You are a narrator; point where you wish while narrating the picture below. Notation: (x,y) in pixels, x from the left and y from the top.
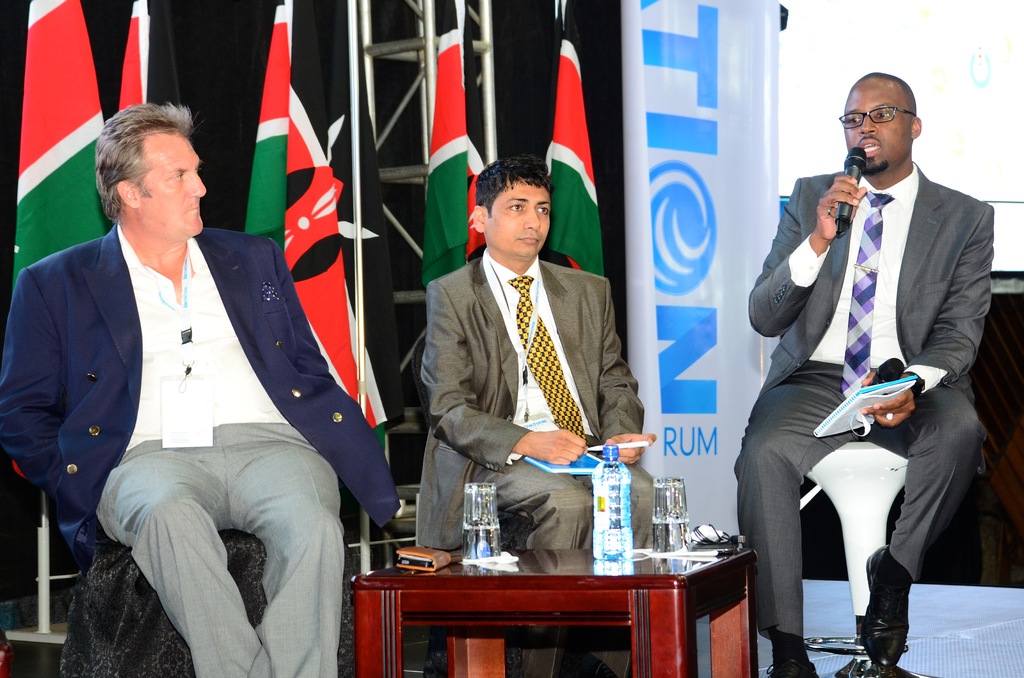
In this image, we can see people (231,304) sitting on the chairs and are wearing coats (116,356) and ties (550,398), some are holding objects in their hand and some are wearing id cards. In the background (339,102), there are flags (76,40) and we can see a banner (671,90) and a stand (403,51). At the bottom (481,513), there are glasses (494,513), a bottle (605,517) and some other objects (509,557) on the stand (458,635).
